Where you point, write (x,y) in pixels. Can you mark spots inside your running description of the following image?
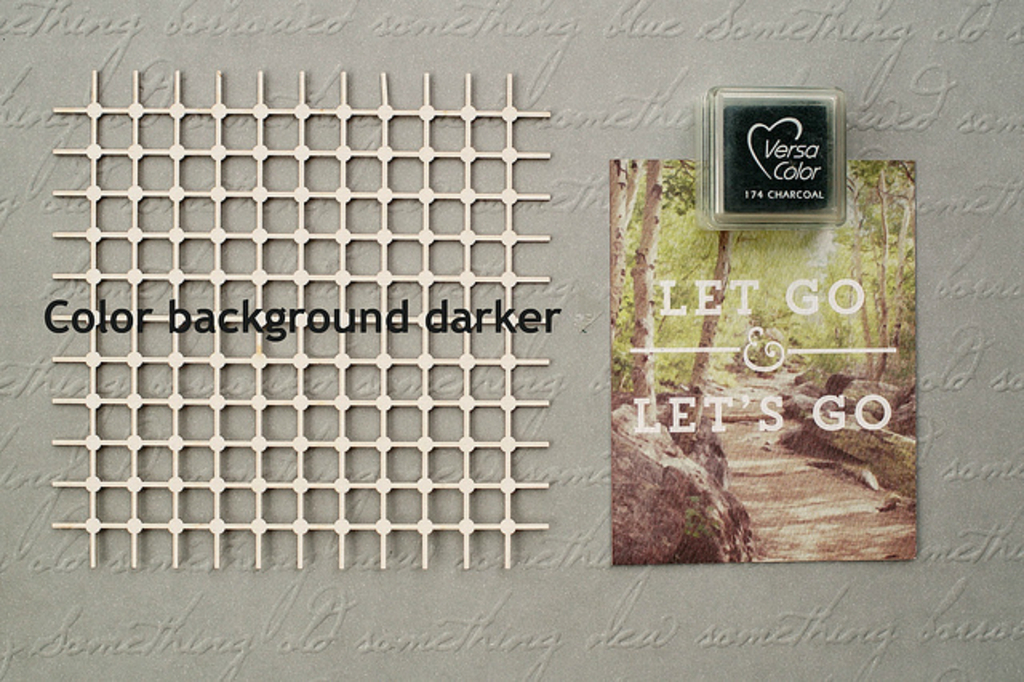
In this picture we can see a wall (703,594), on this wall (774,608) we can see a mesh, trees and some text (371,629).
